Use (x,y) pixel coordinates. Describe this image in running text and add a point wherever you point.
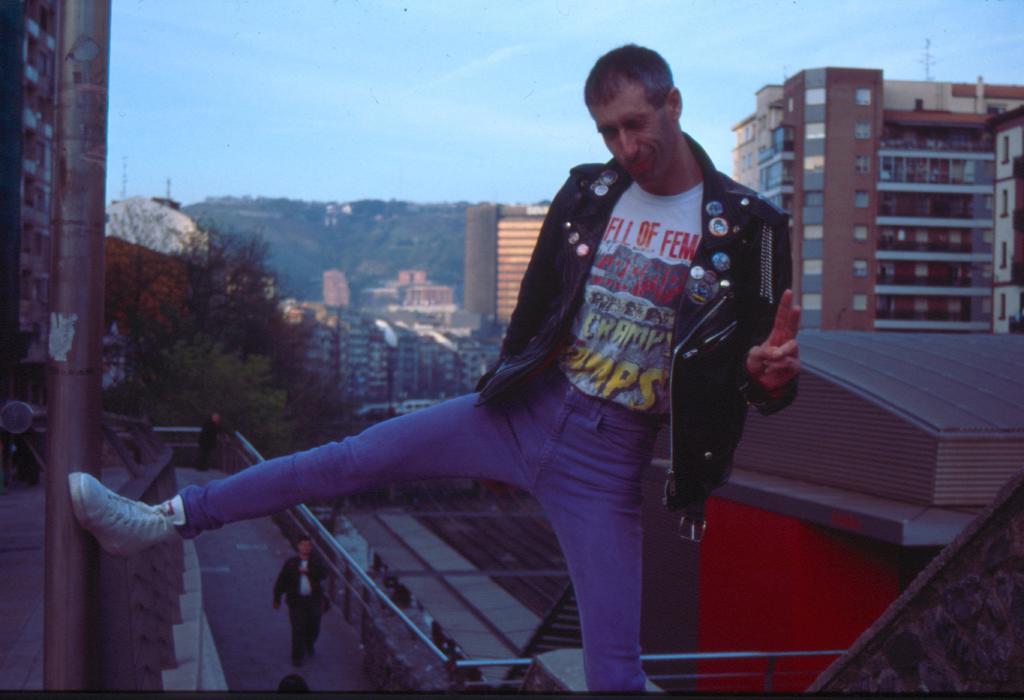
In this image we can see a person (553,470) standing on the wall (811,692), two persons (305,578) standing on the floor (246,560), there is a pole (83,416), railing (258,451) and in the background (282,448) there are few buildings (460,350), trees (240,343), mountains (335,230) and the sky (387,107).
